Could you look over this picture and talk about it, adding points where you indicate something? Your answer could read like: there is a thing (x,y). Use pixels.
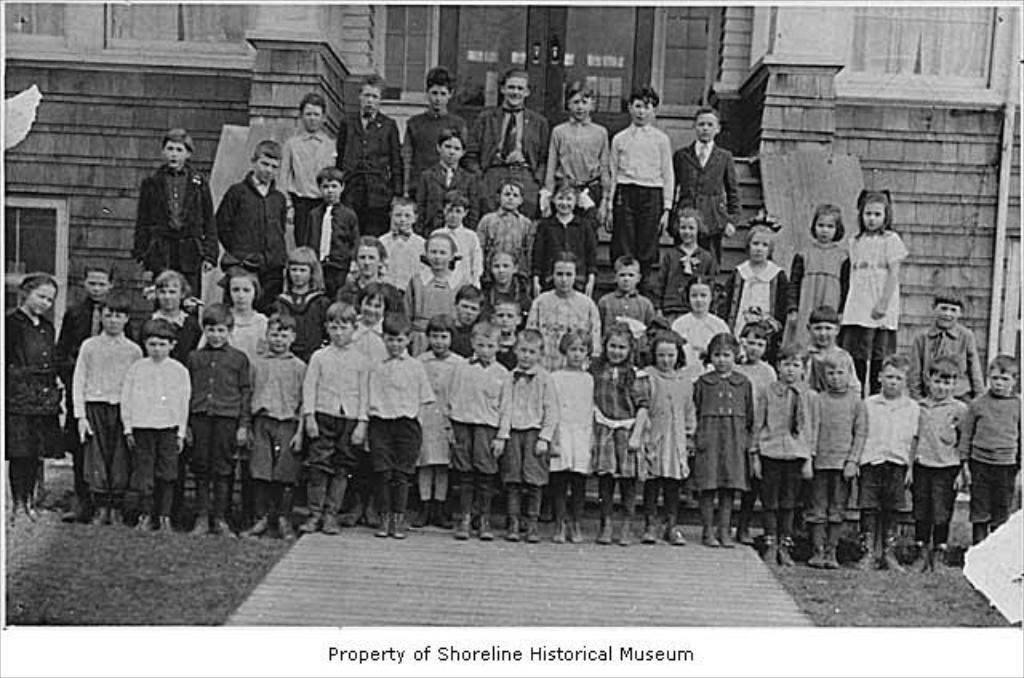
It is the black and white image in which there are so many kids (562,357) who are posing for the group pic. In the background (549,74) there is a building (633,68) with the doors (564,51).
